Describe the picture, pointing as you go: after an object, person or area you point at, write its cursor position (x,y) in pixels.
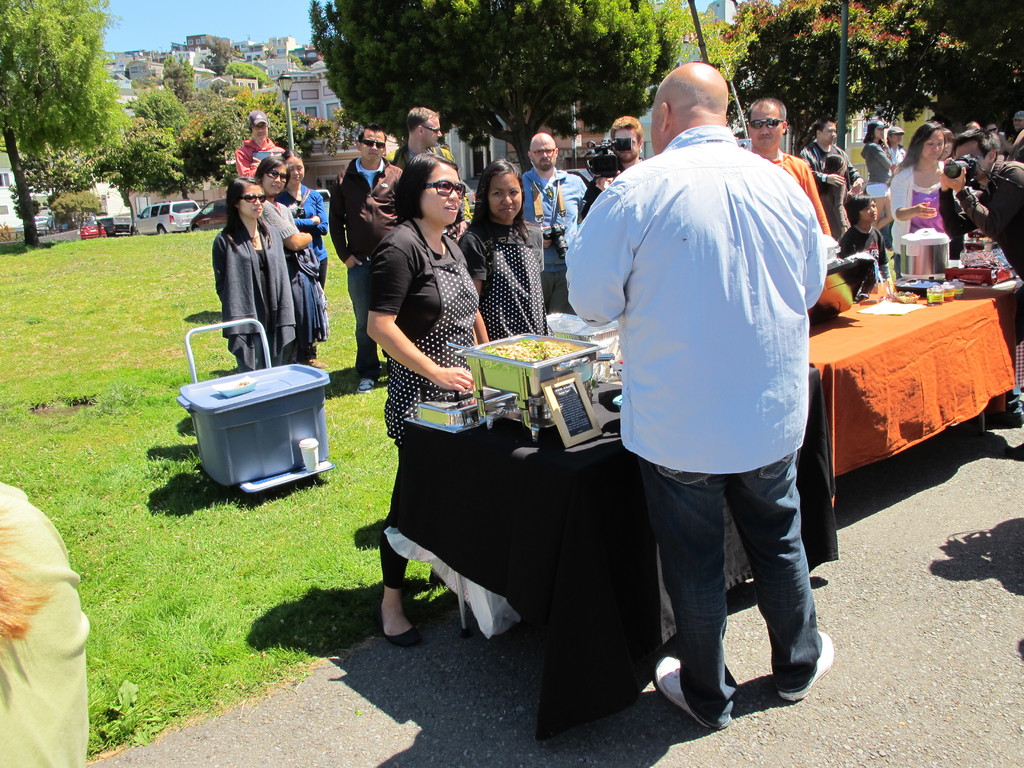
In this image, we can see people (988,169) and some are wearing caps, glasses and some are holding objects (598,175) and there are two people (476,250) wearing aprons (444,267). At the bottom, there are some containers (590,344), food items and some other objects (1000,269) on the tables (552,448). In the background (474,133), there are buildings (145,73) and trees (132,118) and we can see some vehicles (97,222) and there is a box (205,443) and some other objects (325,465) on the ground (349,632) and there are poles (290,113).
